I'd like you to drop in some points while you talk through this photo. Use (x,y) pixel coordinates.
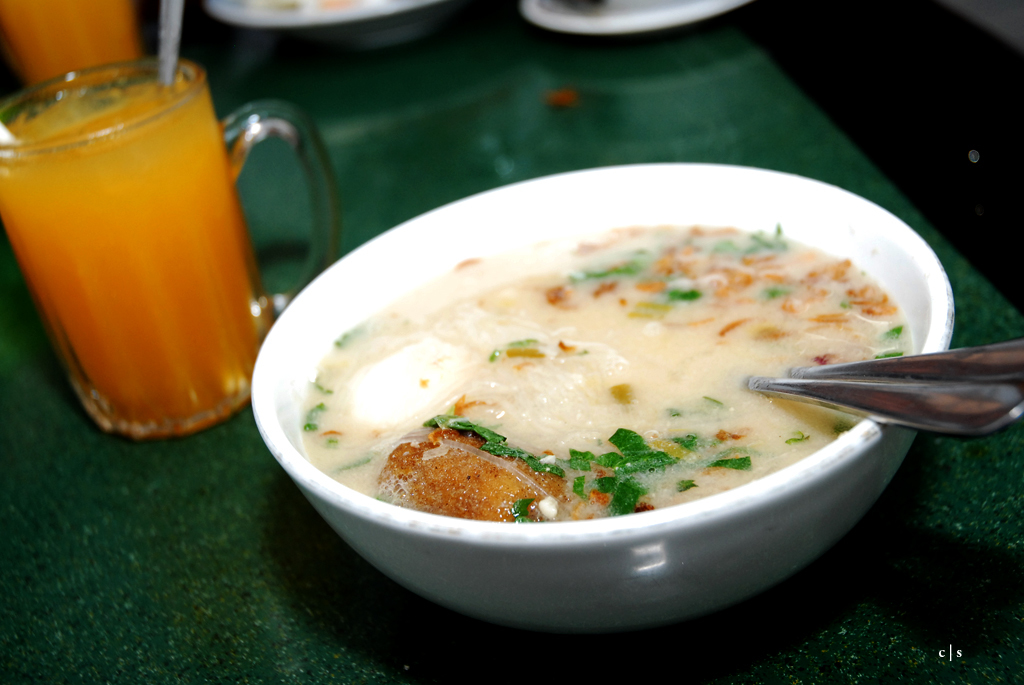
In this image I can see some food item (601,403) in the bowl (560,567). On the left side (185,235) I can see a glass (189,265).
